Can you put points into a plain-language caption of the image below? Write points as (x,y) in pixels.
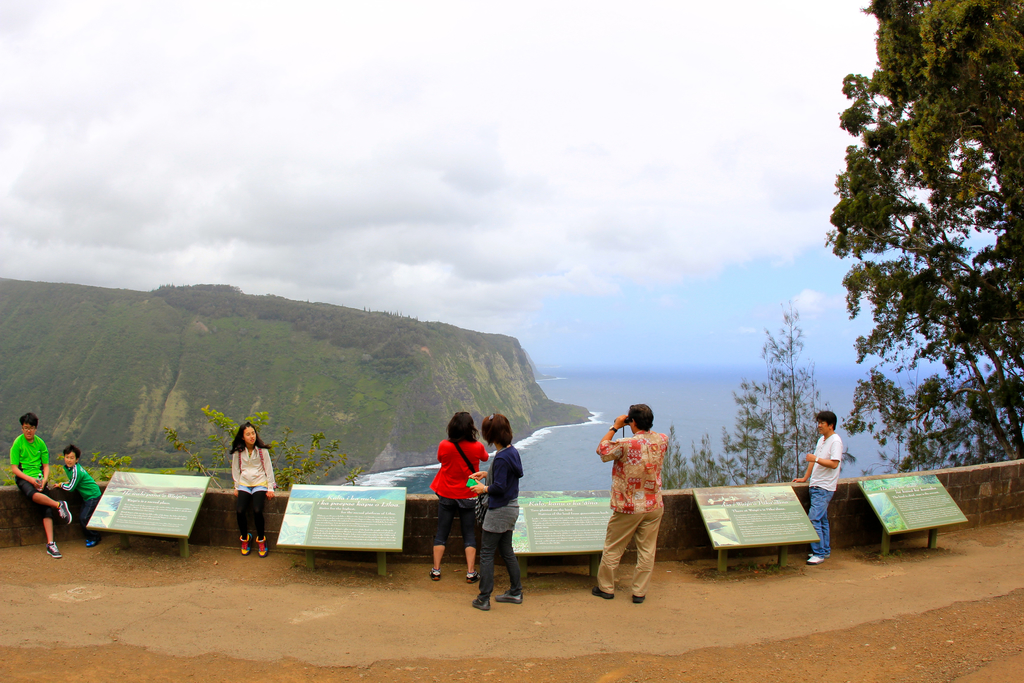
In this image there are clouds (658,255) in the sky (731,345), there is a mountain (186,361) truncated towards the left of the image (165,365), there is tree (943,311) truncated towards the right of the image (936,291), there are persons (497,468), there are boards (326,511) with text (349,516).
